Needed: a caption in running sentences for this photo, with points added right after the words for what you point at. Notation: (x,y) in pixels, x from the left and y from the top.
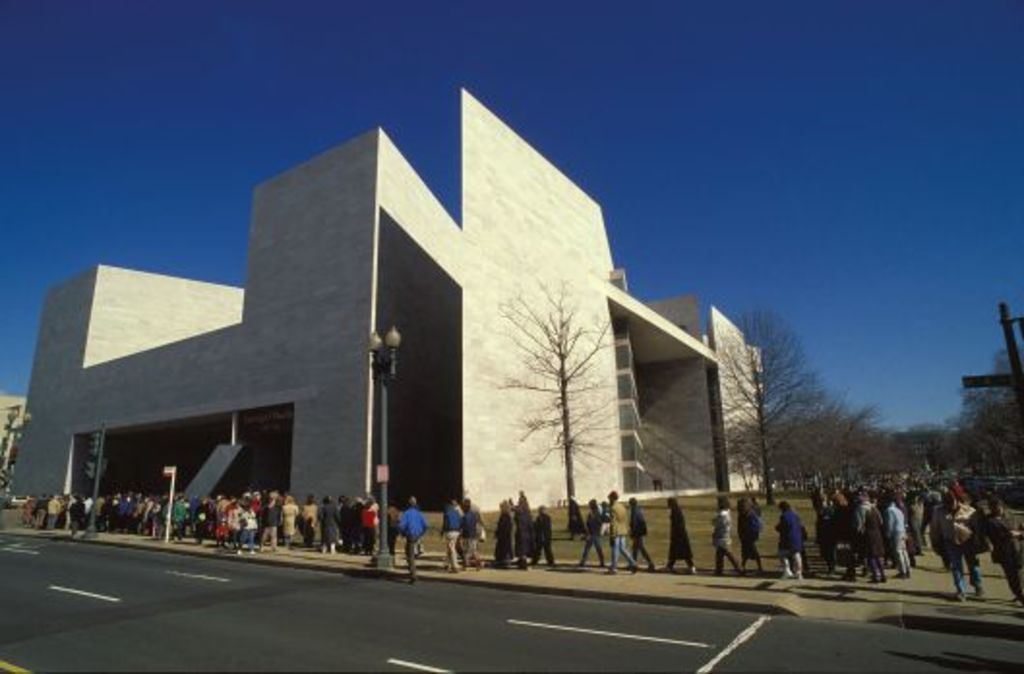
In the background of the image (285,472) there is a building (676,430). There are trees (1002,443). There are people (116,521) walking on the footpath (682,583). At the bottom of the image (311,591) there is road (376,614). At the top of the image (426,74) there is sky (371,74).
